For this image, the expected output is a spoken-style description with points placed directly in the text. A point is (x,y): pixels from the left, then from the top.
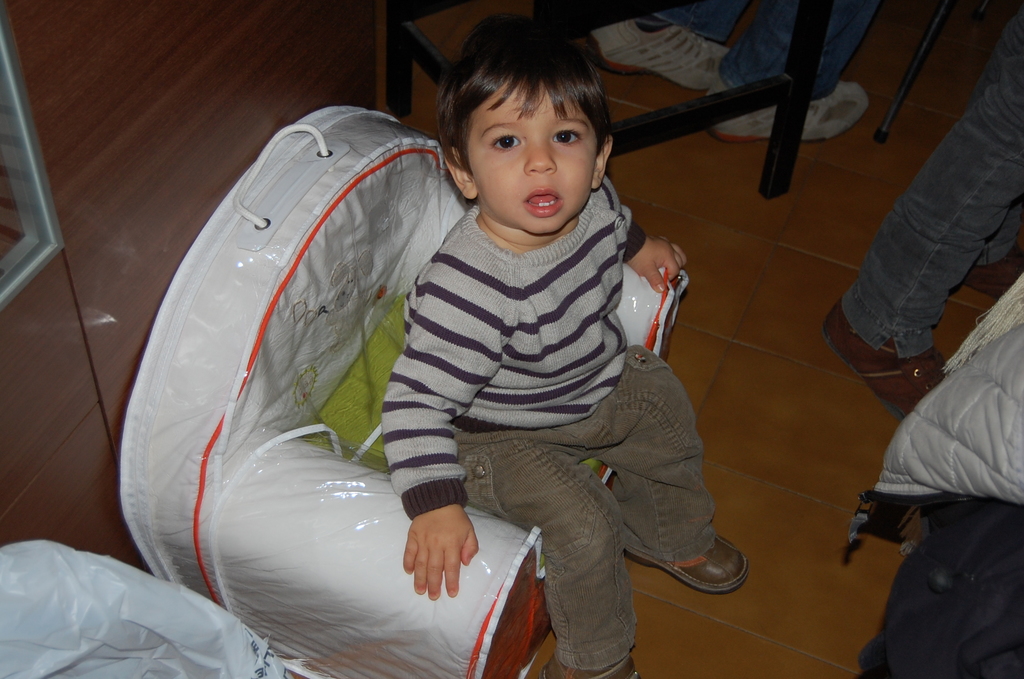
In this picture we can see a boy (556,256) sitting on chair (315,313) and beside to him we can see table (419,6), some persons leg (1022,119), jacket (1011,377), plastic cover (258,642) and in background (131,143) we can see wall (189,54).
